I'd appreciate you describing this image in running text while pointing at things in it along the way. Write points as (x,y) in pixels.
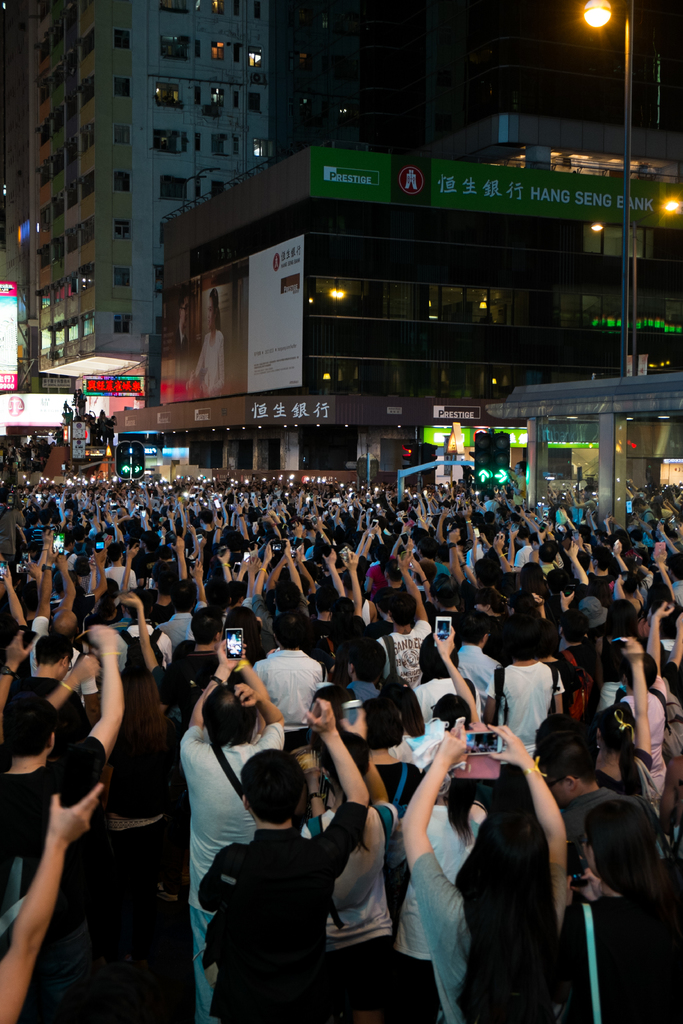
In the center of the image (300,661) a group of people (318,576) are standing and holding their mobiles (478,736) in their hand (493,730). In the background of the image (311,241) we can see a buildings (361,138), electrical pole light (603,13), boards (387,181), naming board (137,389), sign board (361,185), traffic light (484,453) are present.
